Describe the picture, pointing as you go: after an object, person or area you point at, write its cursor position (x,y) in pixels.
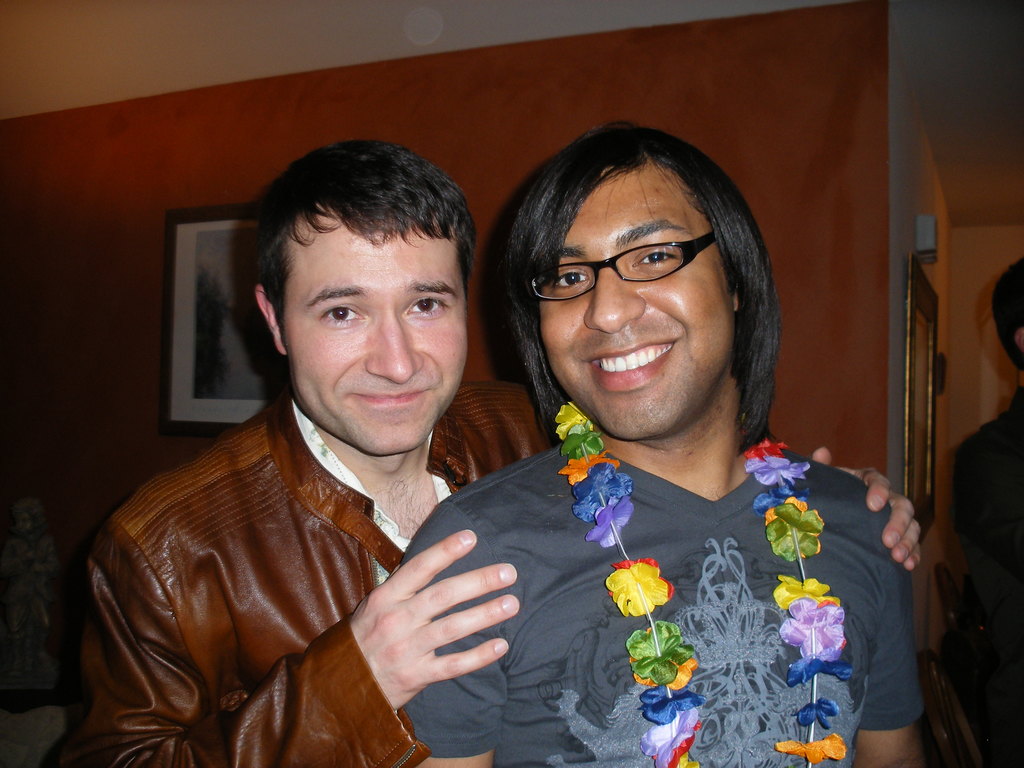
In this image, we can see two persons (577,615) wearing clothes (597,588). There are photo frames (214,296) on the wall (824,266). There is a sculpture (38,531) in the bottom left of the image (9,630). There is an another person (1004,563) on the right side of the image (1018,457).
